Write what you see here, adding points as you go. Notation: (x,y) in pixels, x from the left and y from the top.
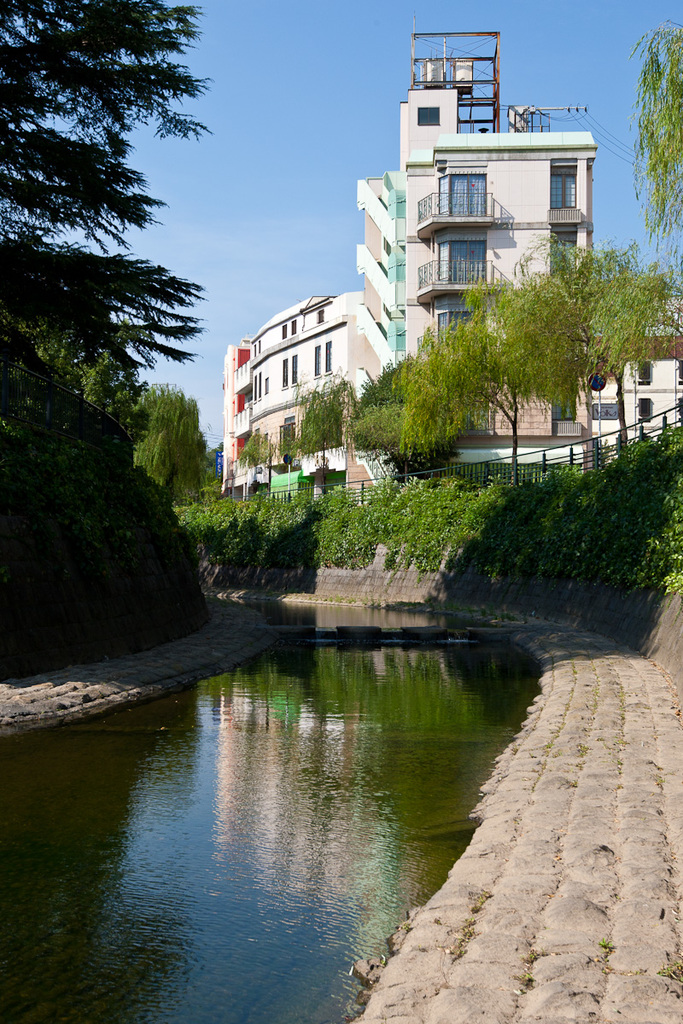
In this image I can see a canal (266,728) and trees (109,350) on the left (86,356) and right sides of the image and a building (403,174) at the top of the image (475,140).
